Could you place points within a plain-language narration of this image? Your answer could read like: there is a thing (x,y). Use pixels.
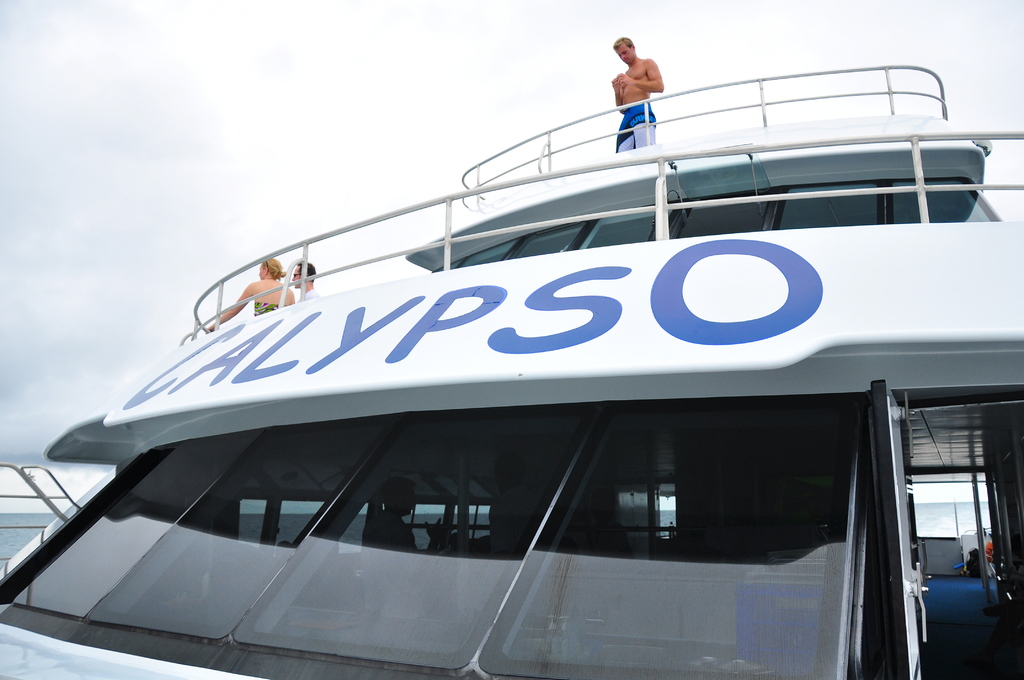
In this picture there is a ship (414,567) on the water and there are three persons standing on the ship (521,253) and there is a person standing inside the ship (584,529) and there is text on the ship (345,354). At the top (169,64) there is sky (138,64). At the bottom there is water (13,517). On the right side of the image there is a door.
